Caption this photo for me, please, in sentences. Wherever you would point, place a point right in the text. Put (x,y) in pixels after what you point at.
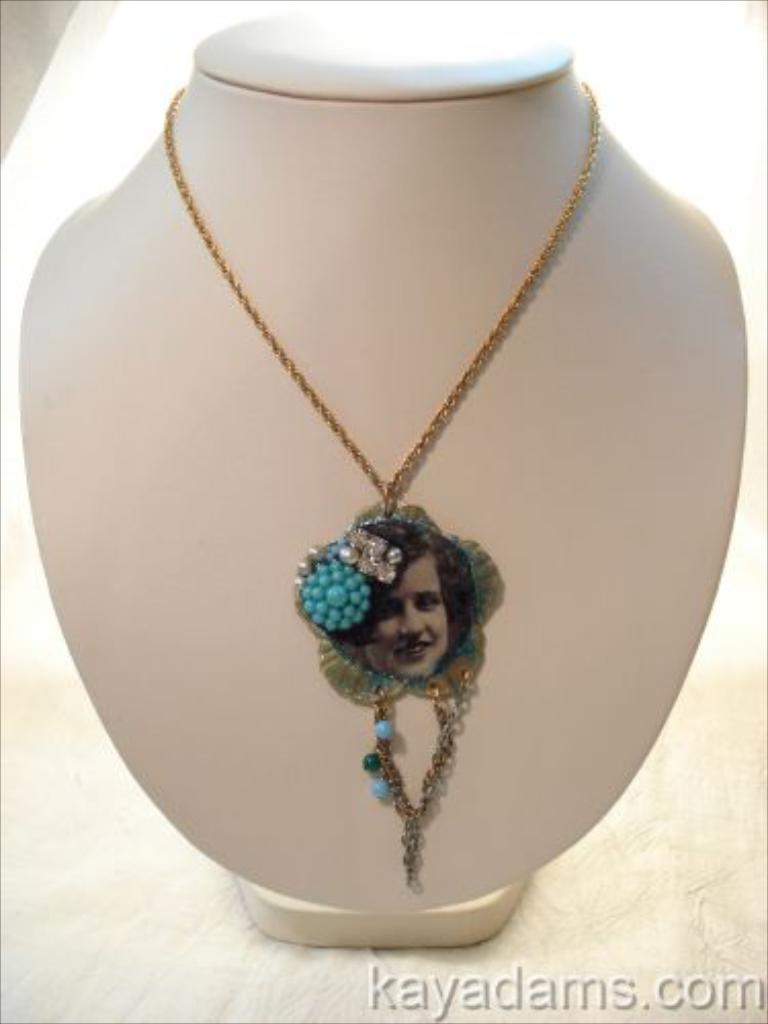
In this image there is a jewellery (356,556) on the object (320,519) which is white in colour with the image (398,628) of the person (429,632) in it and there is some text (549,1001) written on the image.
